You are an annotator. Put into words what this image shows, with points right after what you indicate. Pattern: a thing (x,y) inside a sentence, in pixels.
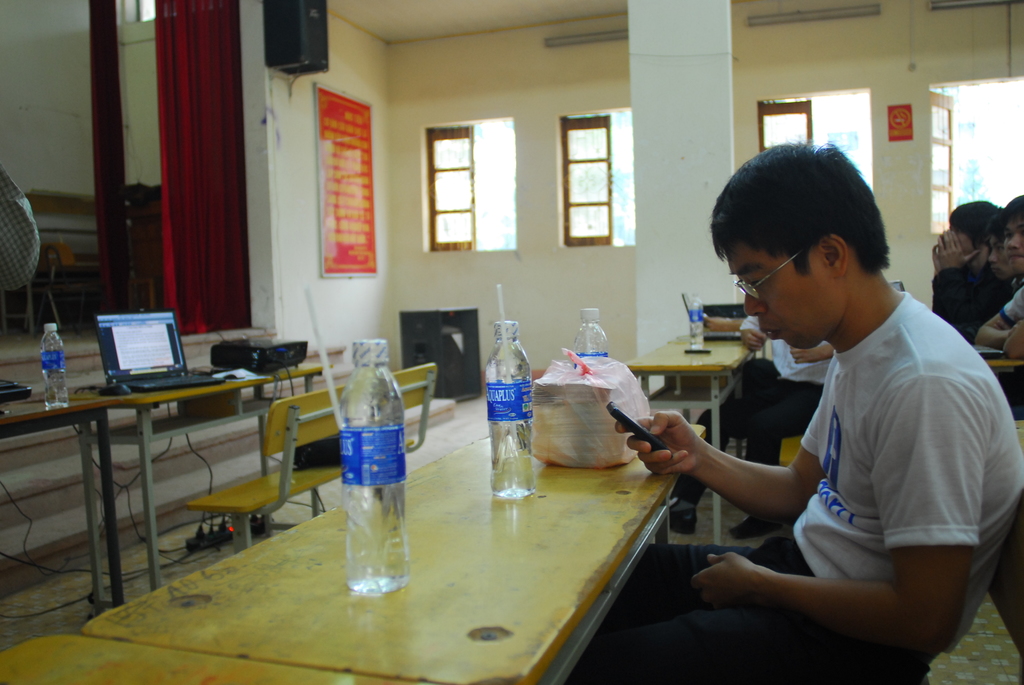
In this image we can see a group of people (912,368) sitting on chairs (256,500) sitting in front of the table (588,501). On the table (573,508) we can see the group of bottles (496,427) and a bag (607,432). To the left side of the image (170,363) we can see laptop (146,371) placed on a table (211,388) and a power plug (218,531) placed on the floor (181,543). In the background (339,173), we can see two speakers (298,38) sign board (347,183), group of windows (985,138) and curtains (216,186).
